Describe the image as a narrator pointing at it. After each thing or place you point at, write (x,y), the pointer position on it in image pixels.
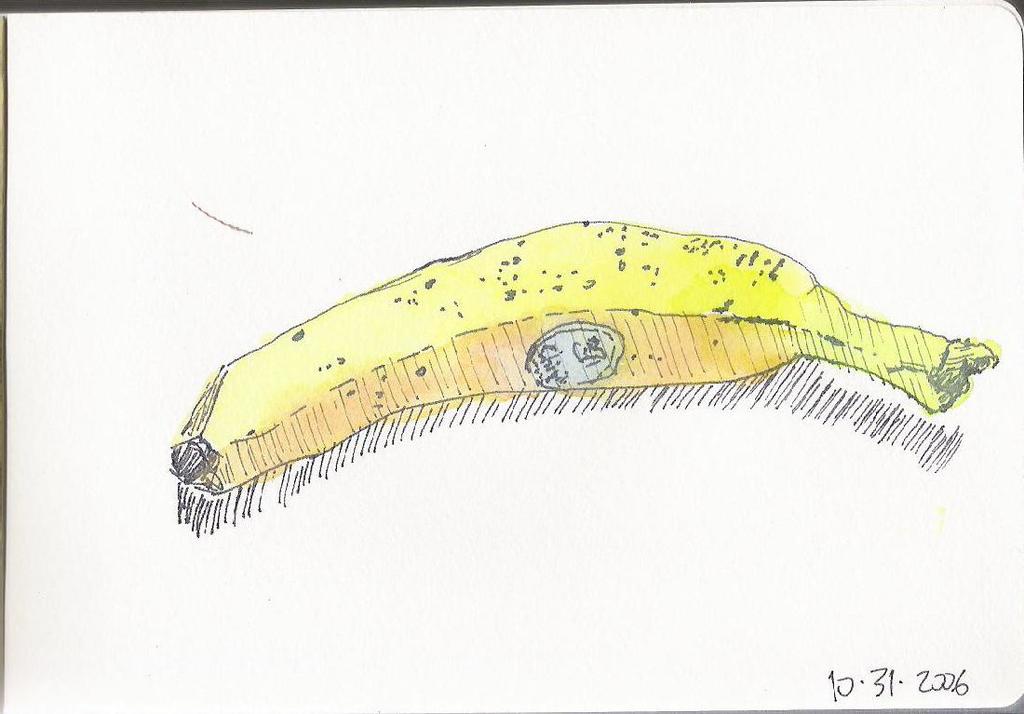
In this image there is a sketch (506,309) of a banana (710,294). Below the sketch (809,344) there are lines (342,464). In the bottom right (884,684) there are numbers (945,684) on the image. The background (915,65) is white.
